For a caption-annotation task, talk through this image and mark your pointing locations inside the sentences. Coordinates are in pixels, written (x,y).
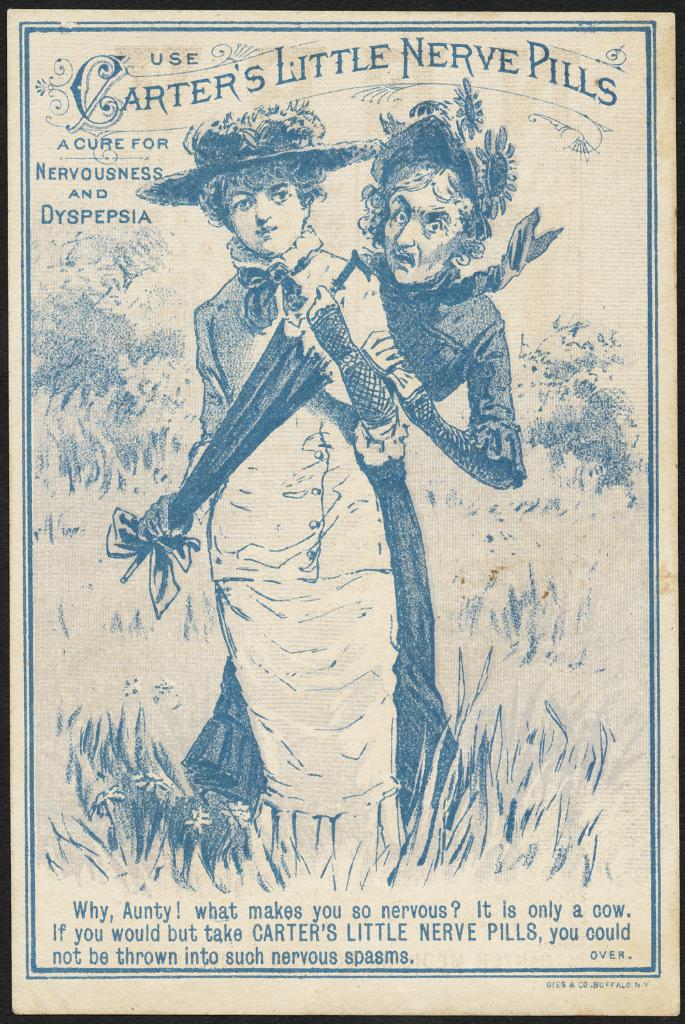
In this image we can see the picture (213,531) of two people (335,724) and some text (382,912) on it.
